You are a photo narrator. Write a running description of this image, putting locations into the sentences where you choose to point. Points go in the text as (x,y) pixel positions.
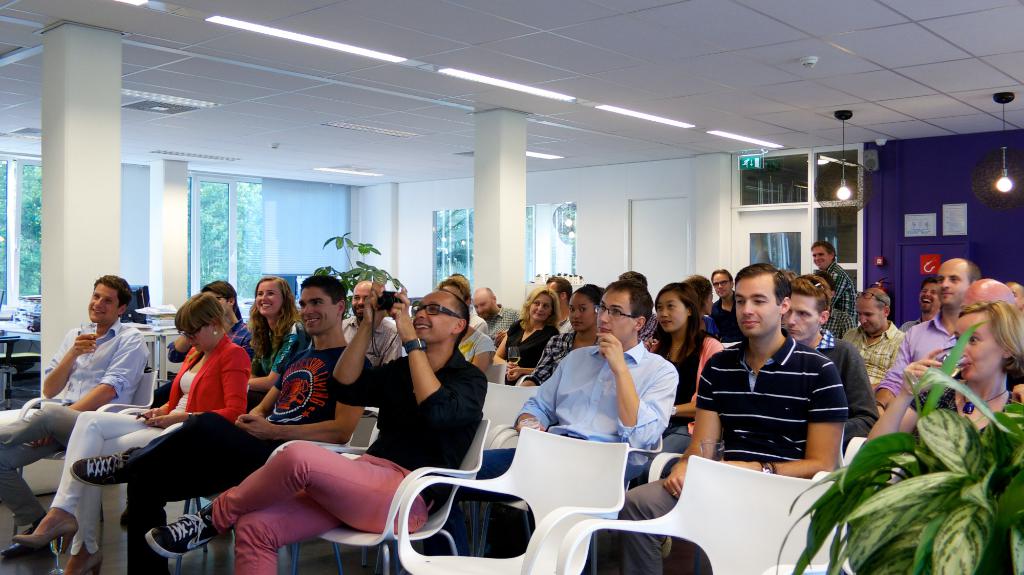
In the picture we can see the hall (957,238) with men (758,369) and women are sitting on the chairs (455,570) and near them, we can see a plant (954,525) and in the background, we can see two pillars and behind it we can see the wall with windows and glasses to it.
